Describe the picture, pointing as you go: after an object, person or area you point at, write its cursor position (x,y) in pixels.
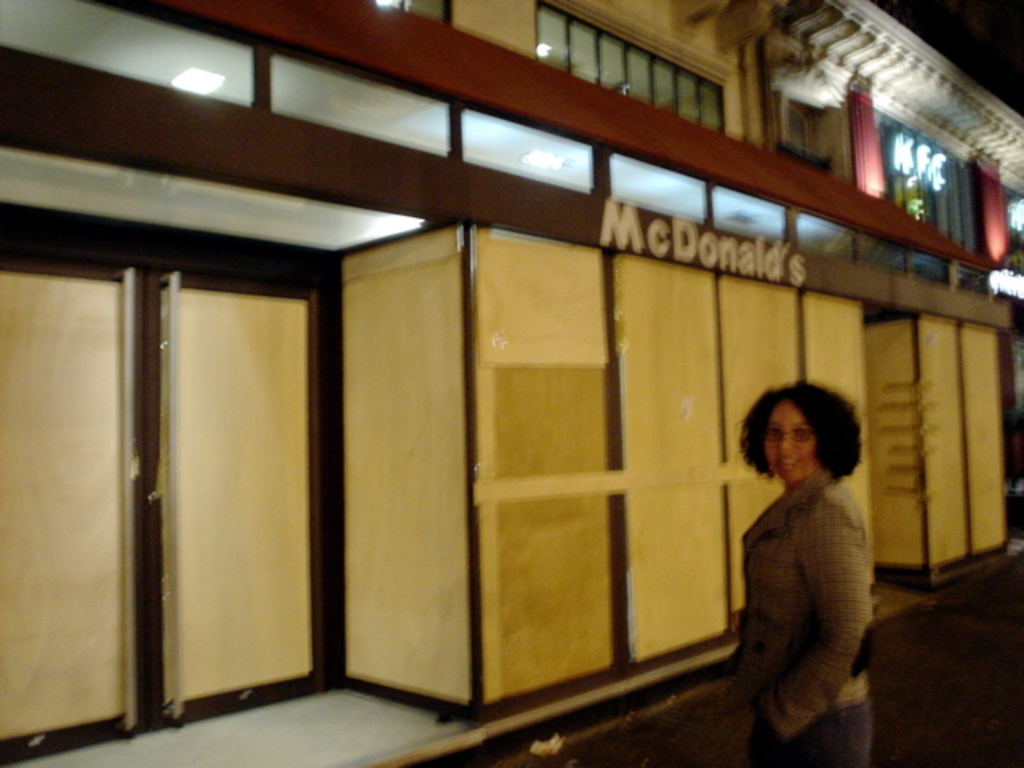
In this image we can see a woman (823,432) and she wore spectacles (802,430). In the background (604,409) we can see a building (463,11), boards (401,283), lights (395,223), and door (211,409).
